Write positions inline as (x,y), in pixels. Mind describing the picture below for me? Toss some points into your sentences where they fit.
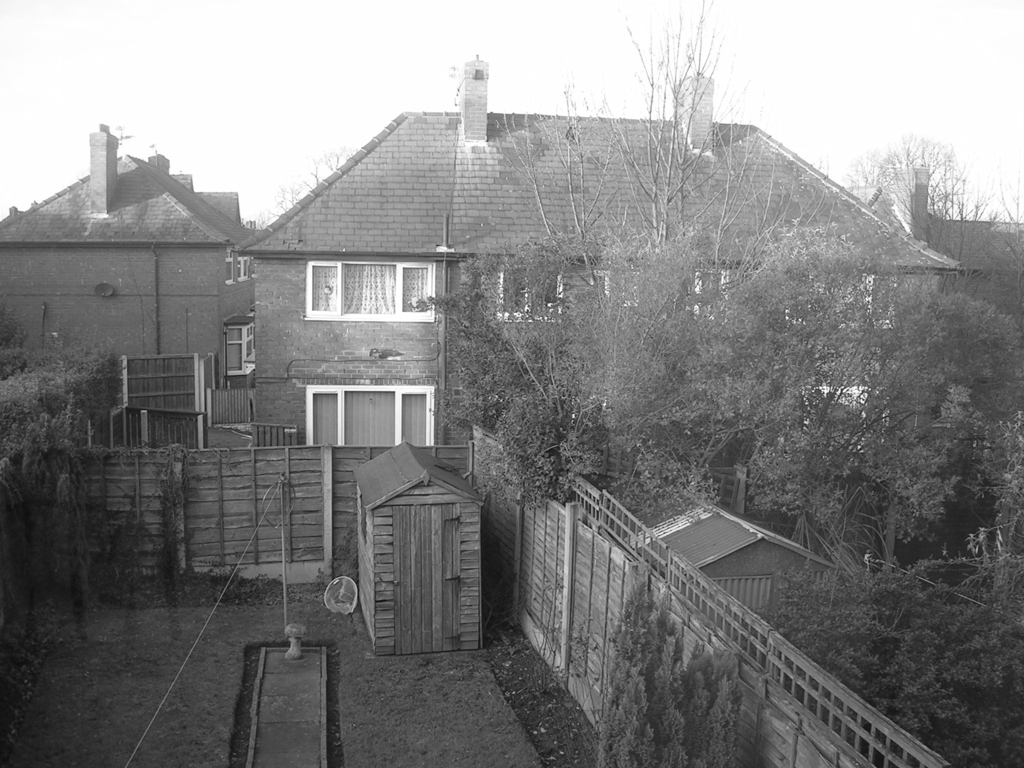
We can see pole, rope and plants (166,507). We can see wall (755,622), buildings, trees (999,707) and windows (309,398). In the background (469,28) we can see sky (248,41).
